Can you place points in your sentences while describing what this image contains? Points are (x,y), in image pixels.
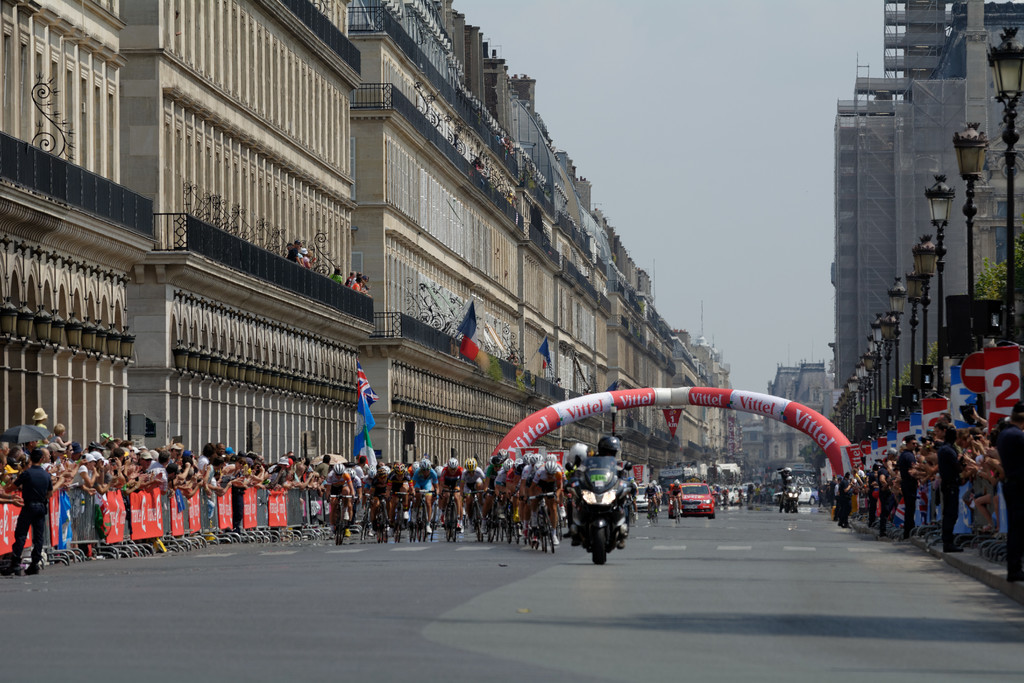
Here I can see many people (446,490) are riding their bicycles (398,518) on the road (371,606). Along with the bicycles (454,518) I can see few bikes (577,502) and cars (686,497). On both sides of the road (407,534) many people (913,466) are standing and looking at the people (546,485) who riding the bicycles (474,493). In the background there are some buildings (296,214). On the right side (929,258), I can see few street lights (878,336). At the top (693,60) I can see the sky (693,111).
